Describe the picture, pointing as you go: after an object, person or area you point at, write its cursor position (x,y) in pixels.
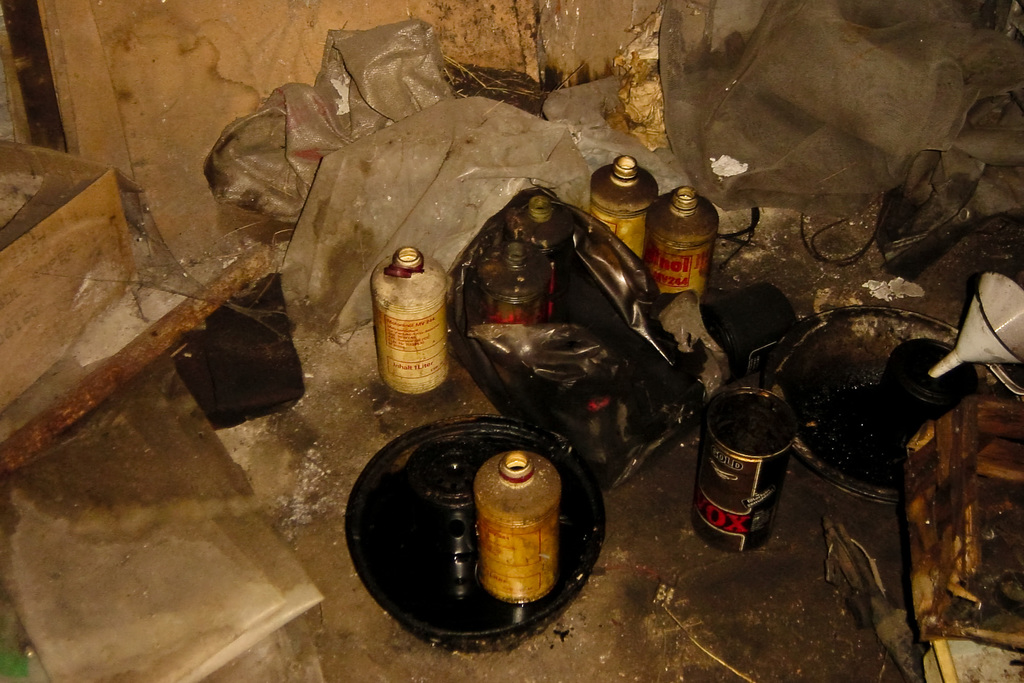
There are six bottles (539,573), bowls (425,548) and funnel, wooden box (950,481) on the floor (304,434). We can see in the background (194,154) wall (110,67) and covers (840,139).
